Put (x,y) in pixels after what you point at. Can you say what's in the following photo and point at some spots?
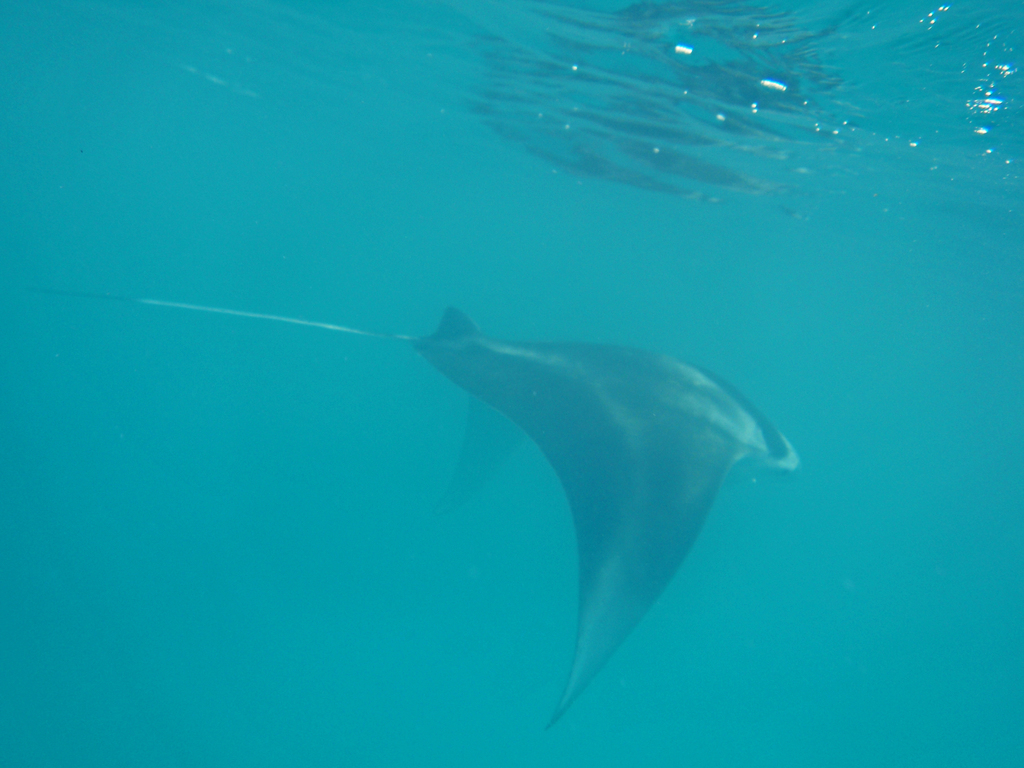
In this water (521,477) we can see fish (606,466).
